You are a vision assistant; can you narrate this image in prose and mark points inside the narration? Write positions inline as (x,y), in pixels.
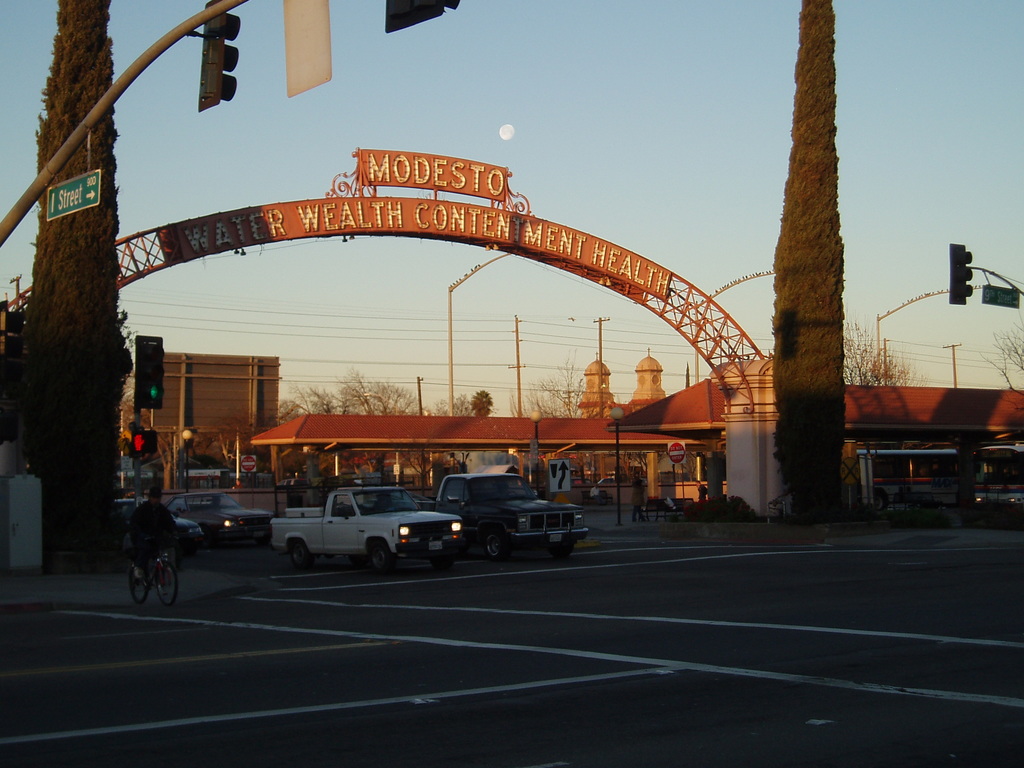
In this image we can see buildings (1022,428), there is an arch (391,184) with text (460,172) on it, there are trees (836,306), wires (454,365) connected to electric poles (518,381), there are light poles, a person (147,544) is riding on the cycle (149,571), there are sign boards (78,182), vehicles (258,532) on the road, also we can see the sky (619,184).
